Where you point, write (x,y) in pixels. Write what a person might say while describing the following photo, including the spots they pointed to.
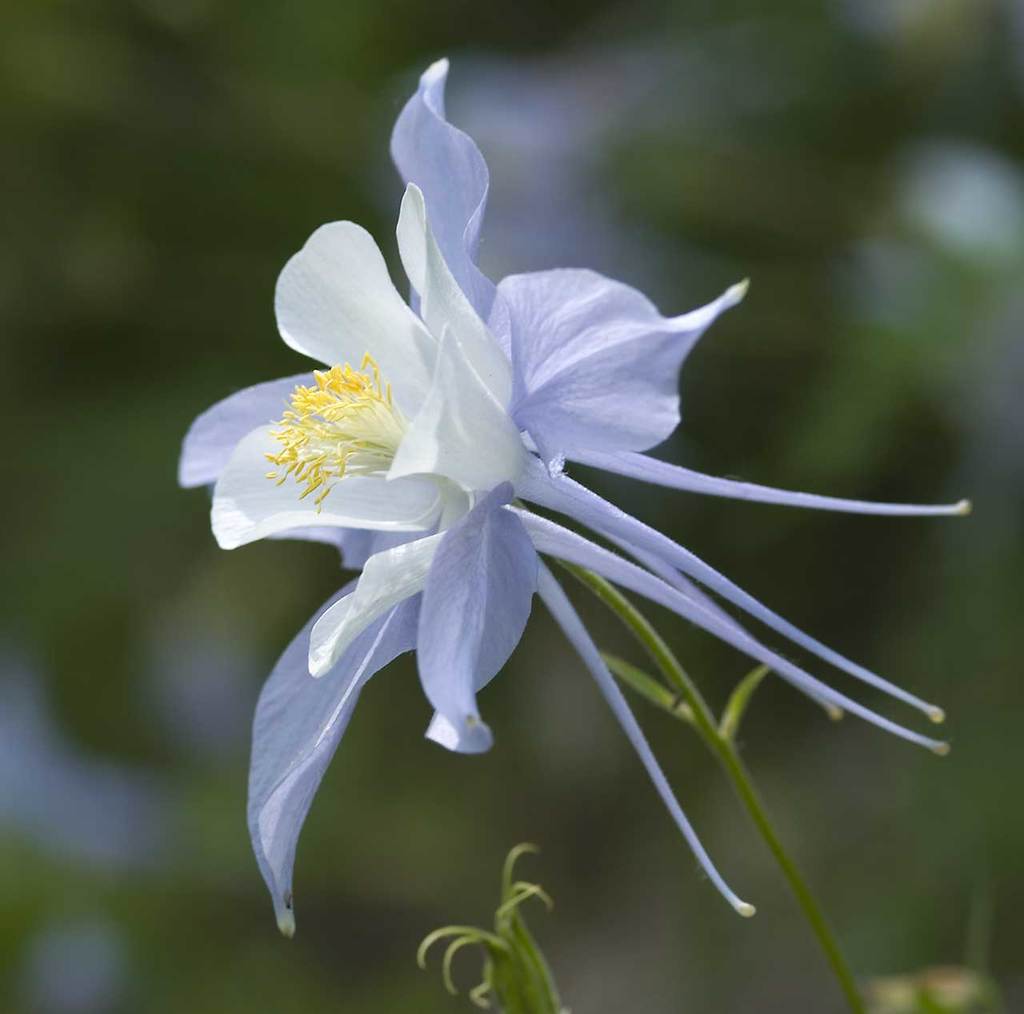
In the foreground of this image (390,607), there is a flower (504,327) to a stem (808,891). At the bottom (524,882), it seems like a bud (515,926) and the background (196,286) image is blur.
